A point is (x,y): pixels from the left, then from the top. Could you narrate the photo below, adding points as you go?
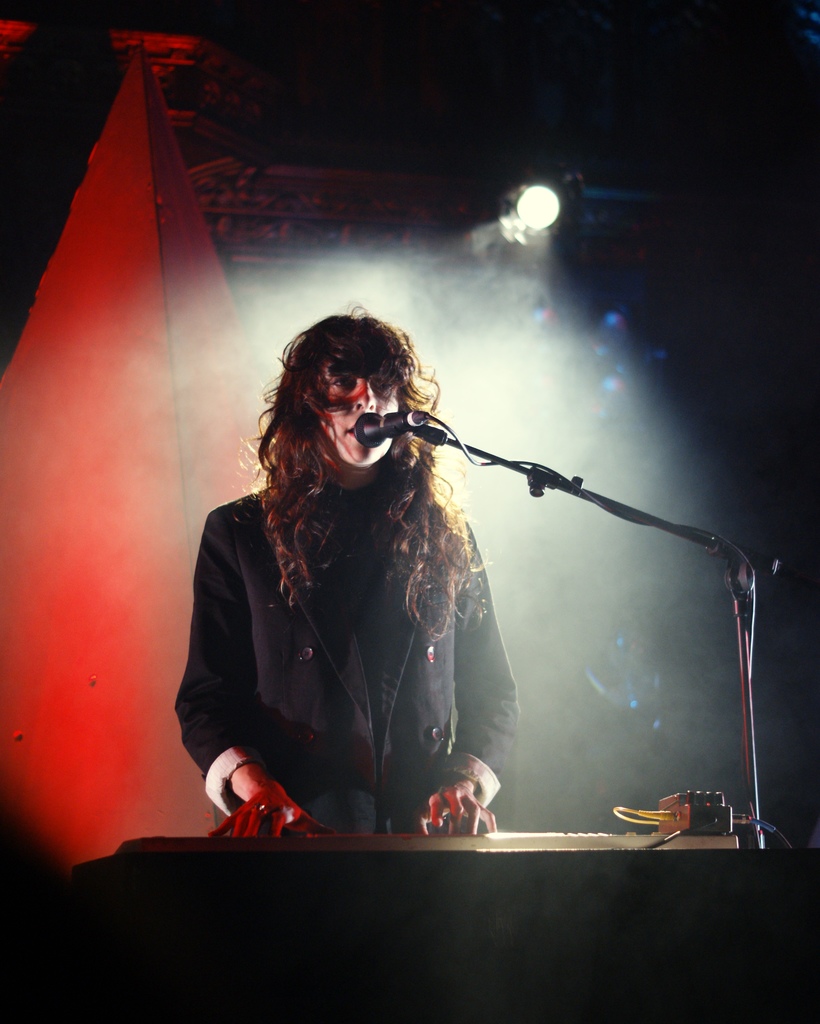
In this image we can see a person (274,587) standing, we can also see a microphone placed on a stand (745,572). At the bottom of the image (268,853) we can see a device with cables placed on the surface (252,882). In the background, we can see the light (549,209).
